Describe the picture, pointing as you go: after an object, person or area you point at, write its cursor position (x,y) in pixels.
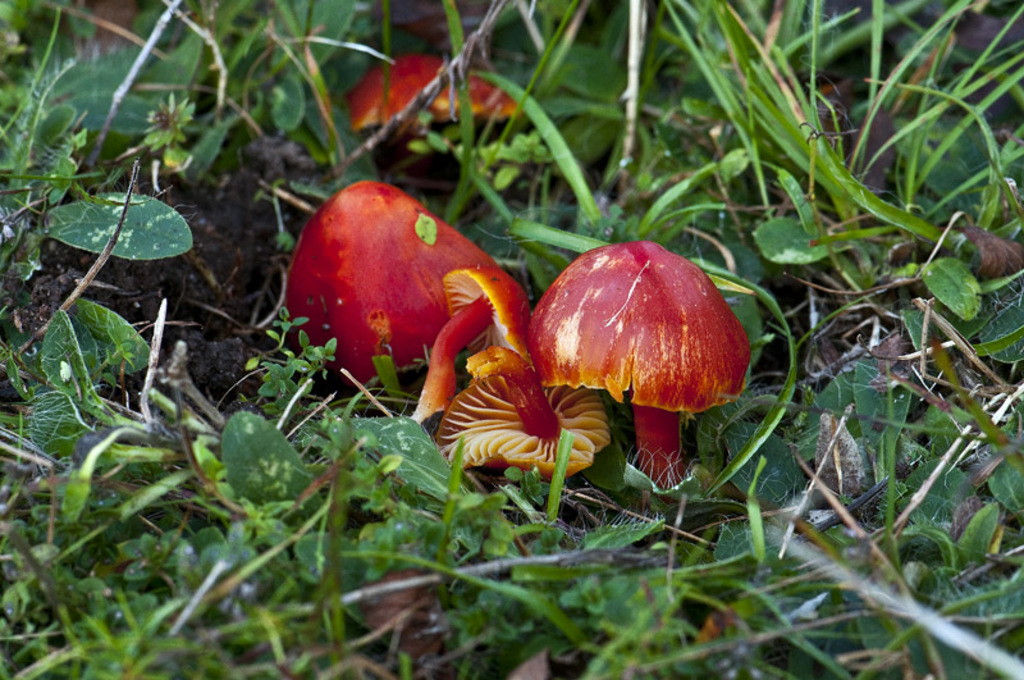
In this image on the ground (987,474) there are mushrooms (601,372), grasses (158,534) and plants (126,531) are there.
